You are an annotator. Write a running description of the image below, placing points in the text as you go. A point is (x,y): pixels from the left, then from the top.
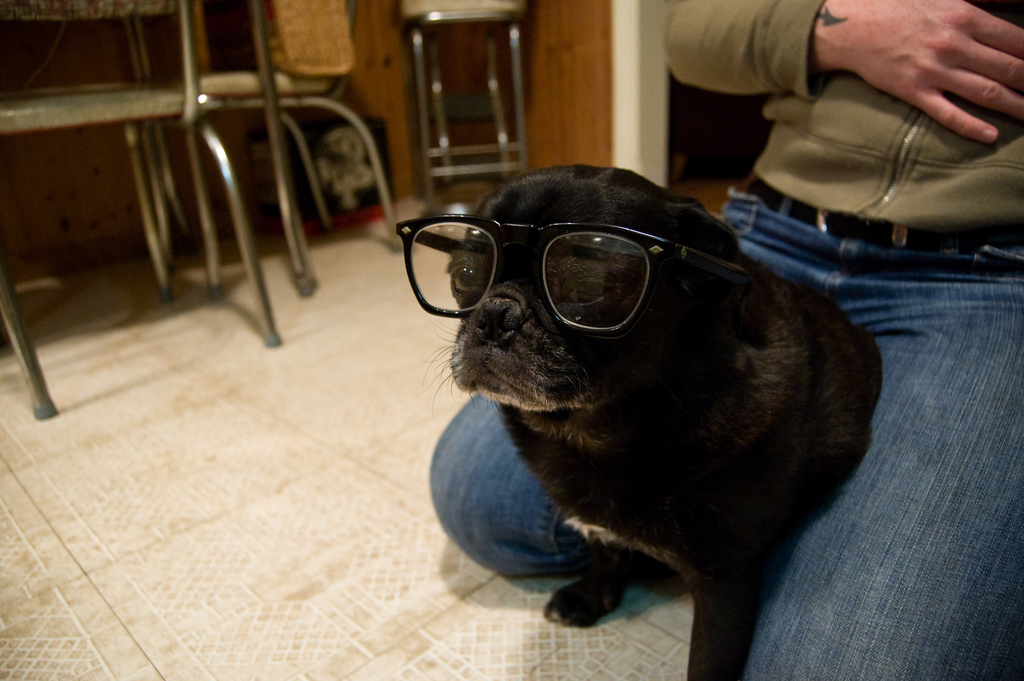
There is a black color dog (671,336) wearing spectacle (575,270). In the background (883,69) there is a person (951,79), chairs (497,99), wall (582,71), table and some other materials (318,148).
